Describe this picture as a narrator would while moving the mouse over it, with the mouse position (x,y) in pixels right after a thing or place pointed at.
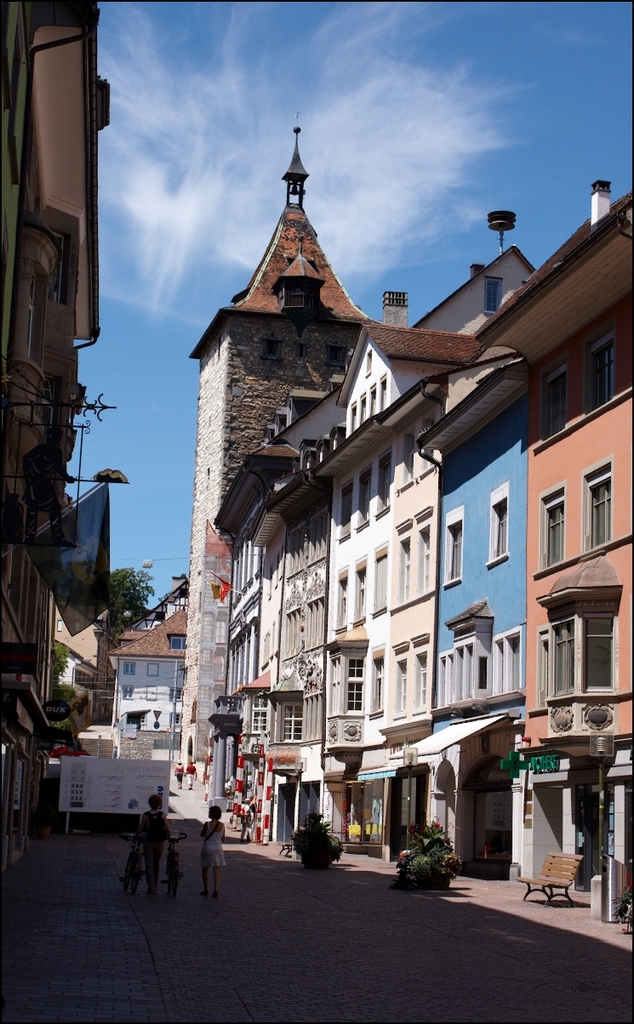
In this image there is a road (220,931) in the middle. On the road (198,832) there are two people (166,836) who are walking along with the cycles (136,842). There are buildings (41,287) on either side of the road (373,973). At the top (176,184) there is the sky (158,206). On the footpath (498,891) there are small plants (434,858) and benches (547,884).
